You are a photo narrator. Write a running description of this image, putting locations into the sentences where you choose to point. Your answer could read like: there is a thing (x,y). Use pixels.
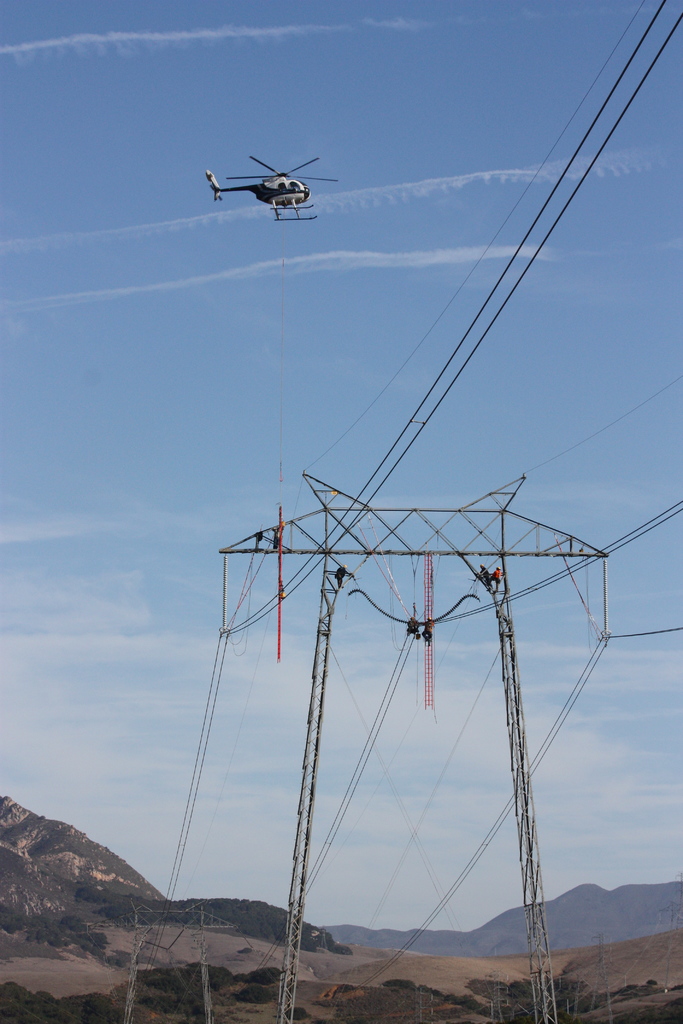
In this image a helicopter (267,174) is flying in the air (305,119). Middle of the image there is a transmission tower (273,552) connected with few wires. Bottom of the image (129,968) there are hills (316,990). Background (121,537) there is sky (334,802).
